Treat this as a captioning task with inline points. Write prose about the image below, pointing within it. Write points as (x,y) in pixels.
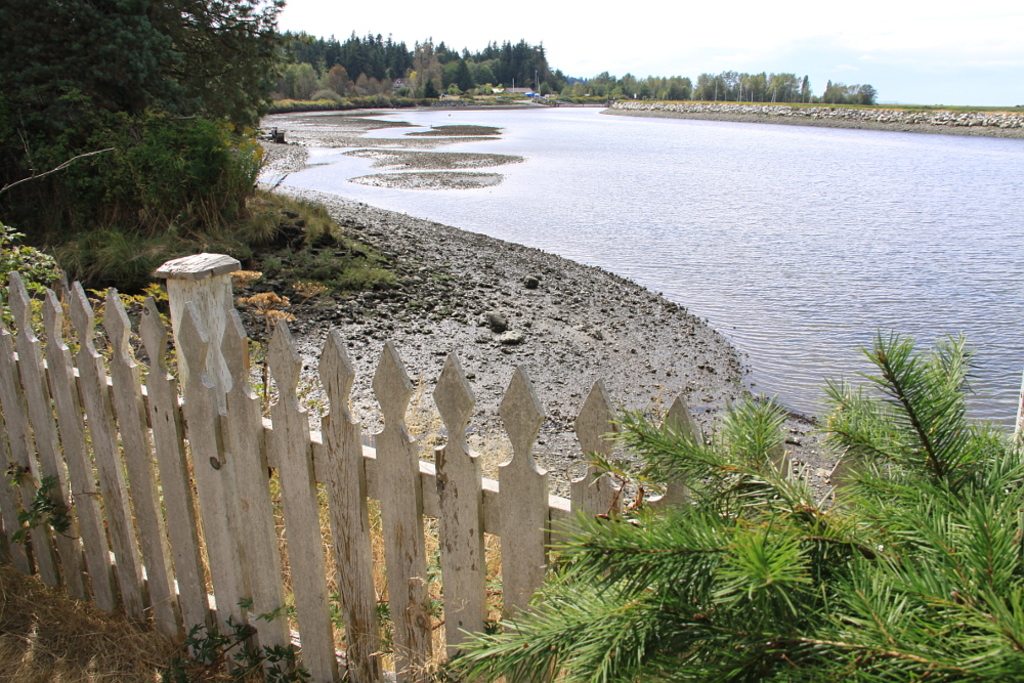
In front of the image there is a wooden fence (281,475), beside the fence (229,476) there is a plant (689,516). In front of the fence (385,389) there's mud (484,337), in front of the mud (484,337) there's a river (644,209). Beside the river (697,225) there are trees (210,116), plants (466,97), bushes (416,95), wooden houses (495,88) and lamp posts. On the other side of the river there are rocks (966,114). At the top of the image (939,92) there are clouds (689,60) in the sky (963,99).
